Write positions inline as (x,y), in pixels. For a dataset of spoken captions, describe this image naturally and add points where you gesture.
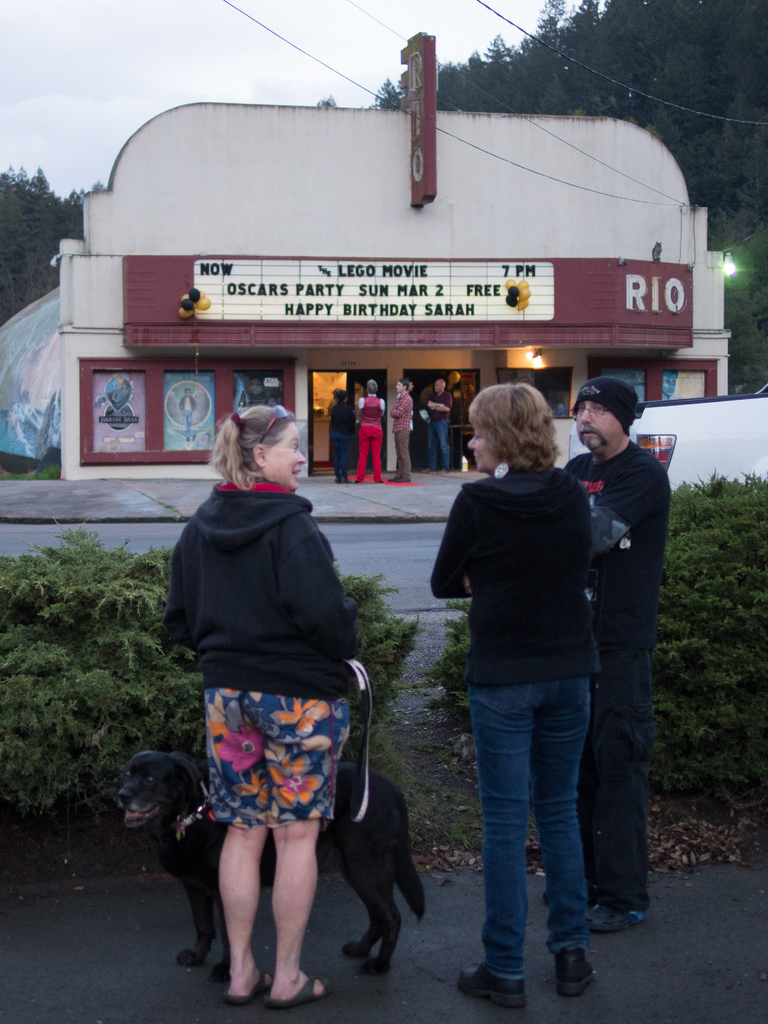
In this image I can see group of people (246,621) standing. In front (305,583) the person (335,583) is wearing black jacket (235,603) and blue and pink color short (278,795) and the person (298,829) is holding a dog belt (368,771) and I can see a dog (364,819) in black color. Background (718,629) I can see trees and plants (73,618) in green color and I can also see few persons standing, a stall (542,250) in brown color and I can see a board (428,275) attached to the wall (177,230) and the sky (281,69) is in white color.
